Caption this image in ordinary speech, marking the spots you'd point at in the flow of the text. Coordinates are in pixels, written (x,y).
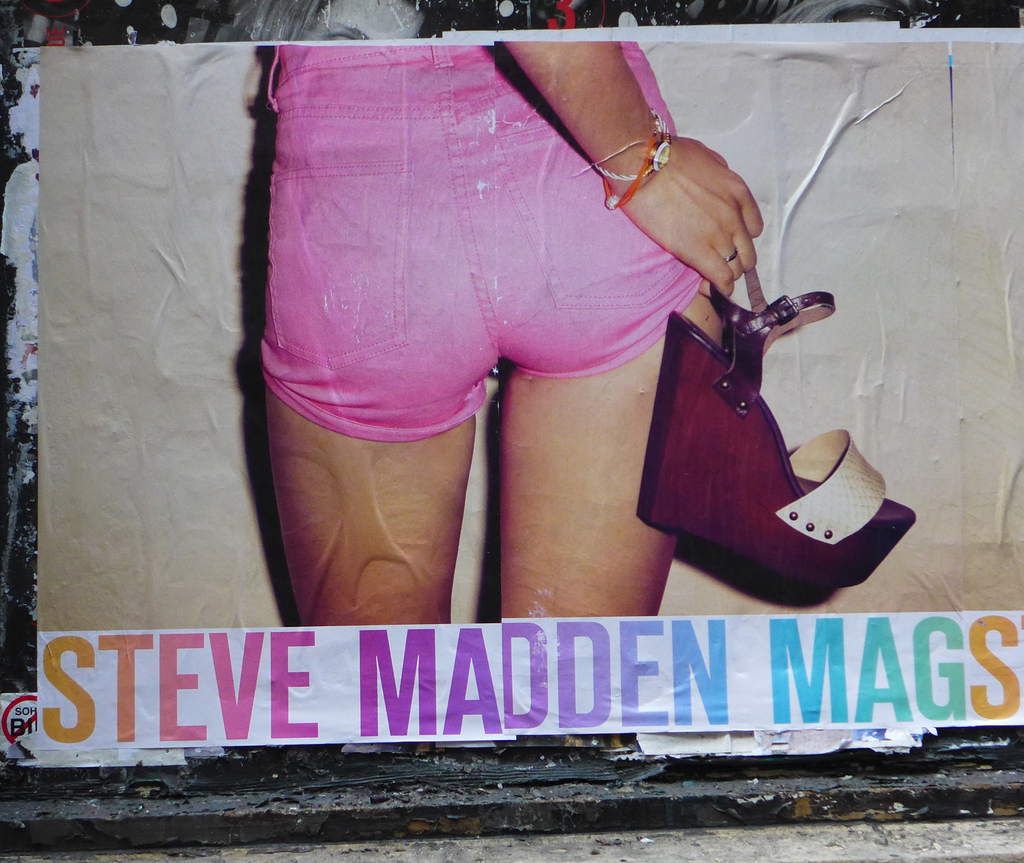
In this image I can see a poster (626,438) of a person (668,564) holding a footwear (708,526) and some matter (493,694) is written at the bottom (555,708).
